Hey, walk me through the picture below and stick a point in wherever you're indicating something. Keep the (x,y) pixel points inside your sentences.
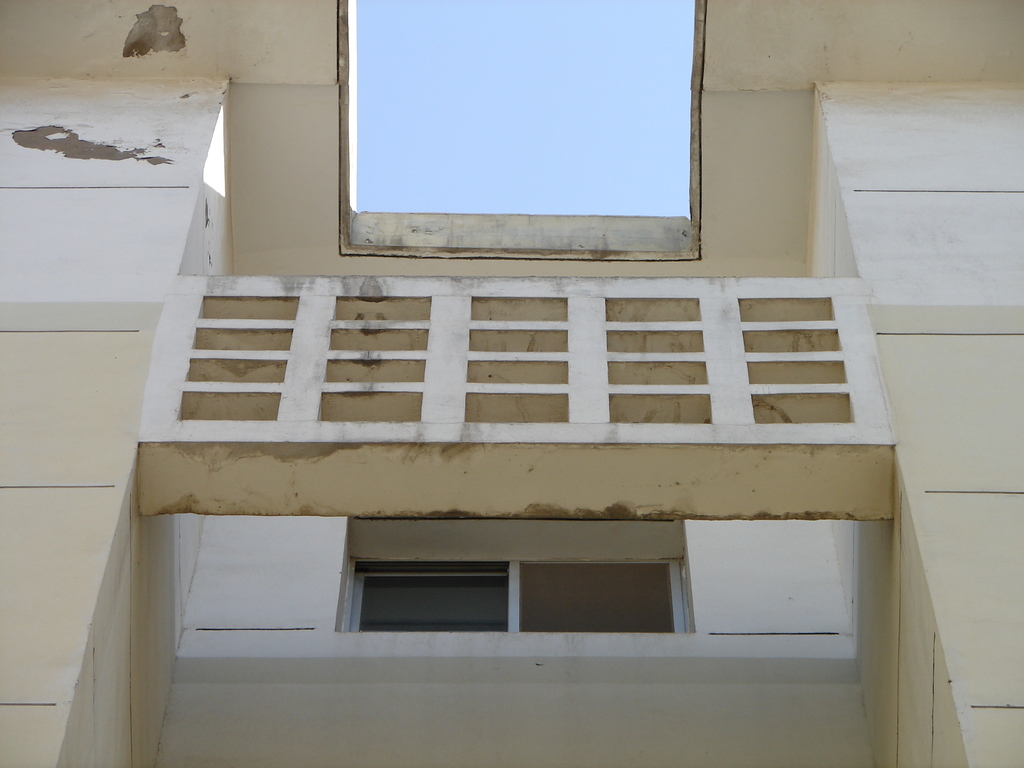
In this image there is a building (320,286). There are glass windows (531,600) to the building (509,604). At the top (497,98) there is the sky (503,107).
